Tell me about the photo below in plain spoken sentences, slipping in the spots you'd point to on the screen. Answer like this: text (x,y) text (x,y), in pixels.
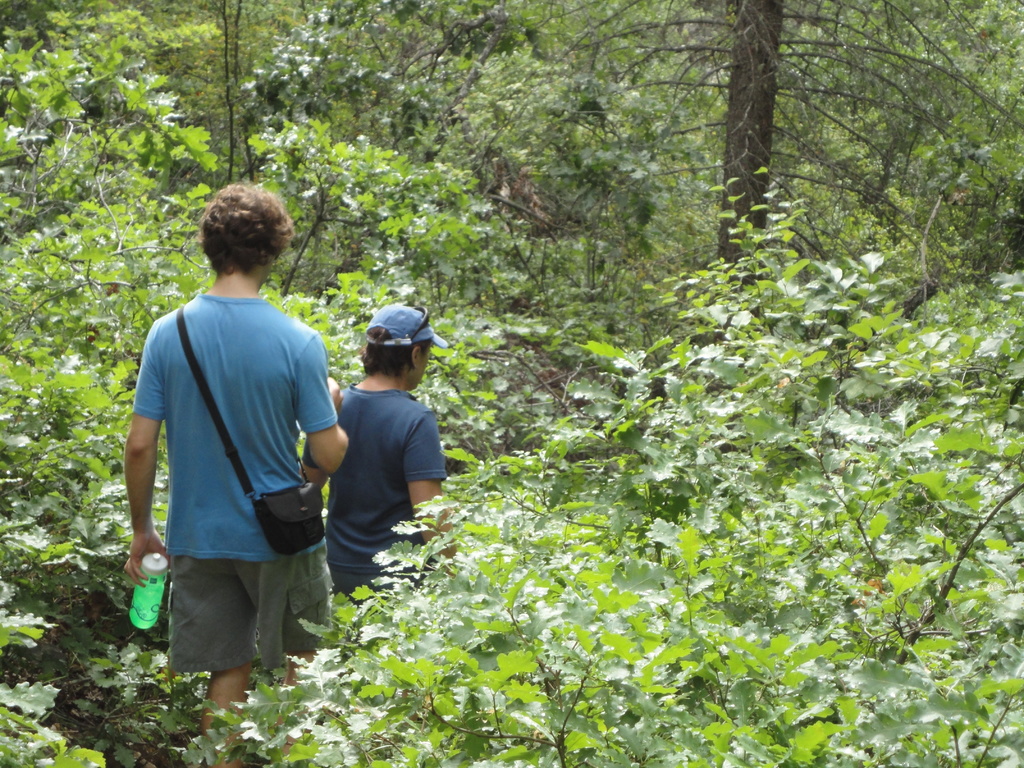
In this image there are two people (267,484) walking on the path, one of them is holding a bottle (158,556) and a bag (283,503) on his shoulder (171,329), around them there are trees (547,502).
